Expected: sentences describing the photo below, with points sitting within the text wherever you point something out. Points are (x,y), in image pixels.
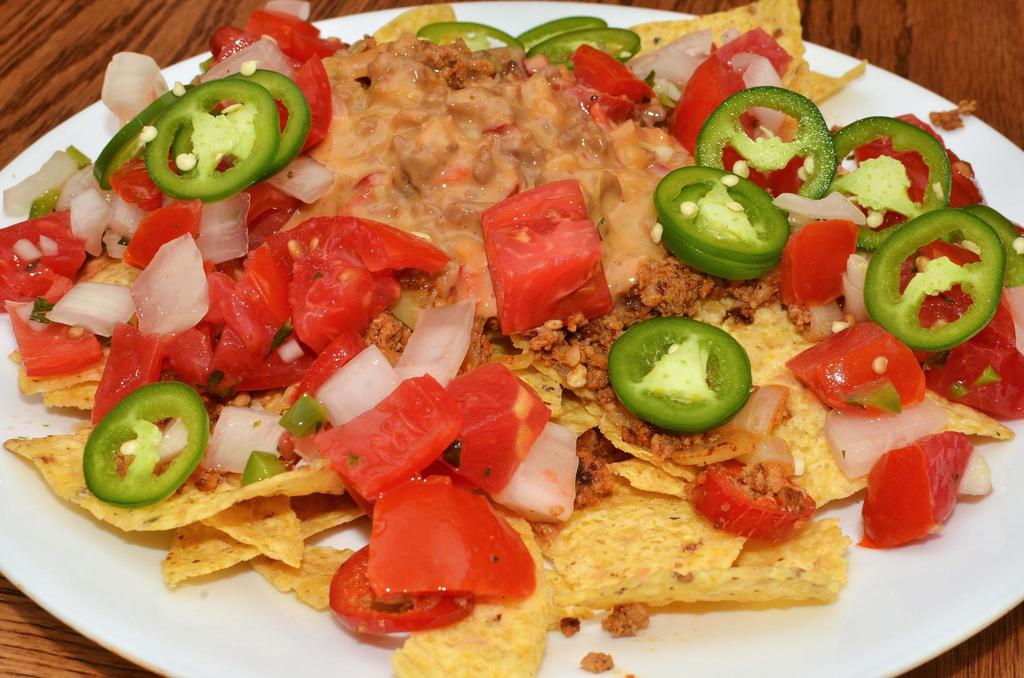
As we can see in the image there is a table (966,8). On table (924,10) there is a white color plate (110,130). In plate (253,625) there is a dish (448,348).
